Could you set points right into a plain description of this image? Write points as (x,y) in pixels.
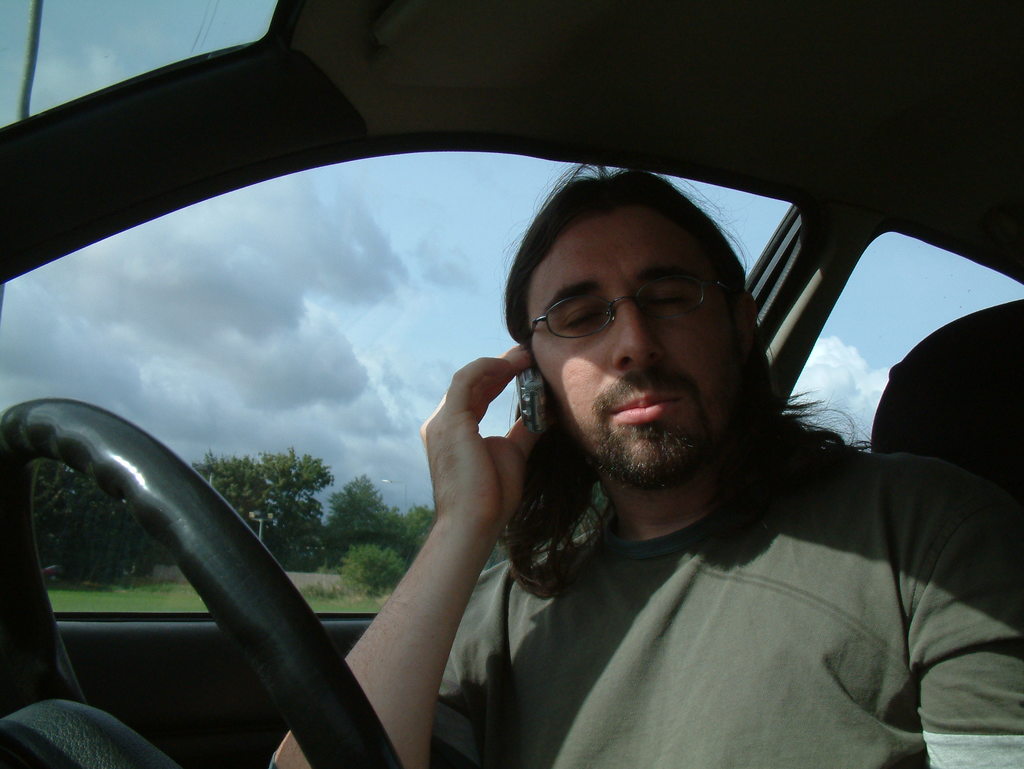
In this image there is a person (466,491) holding a mobile phone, wearing goggles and sitting in the car (32,754), there are few trees (118,563), a pole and some clouds (416,277) in the sky (488,426).
